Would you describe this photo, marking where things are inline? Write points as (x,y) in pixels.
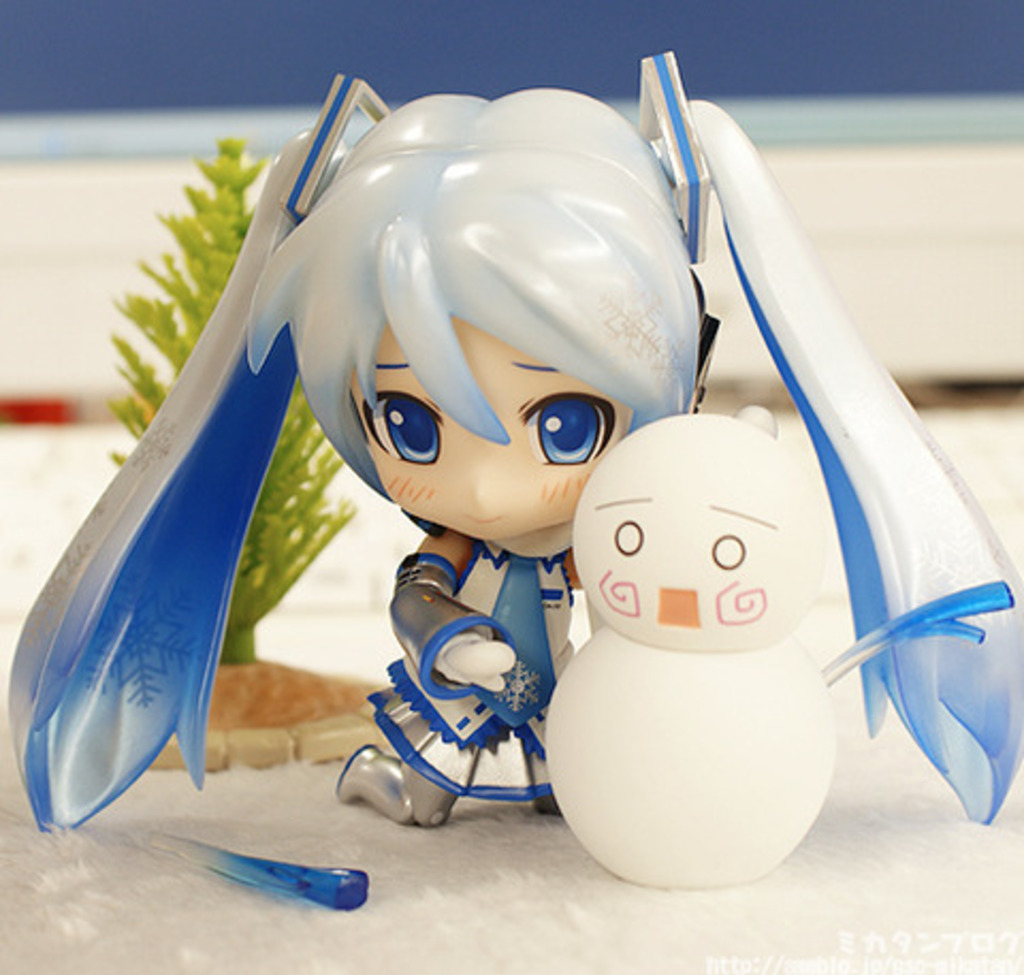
In this image we can see figurines (690,761) placed on the surface (458,876).
